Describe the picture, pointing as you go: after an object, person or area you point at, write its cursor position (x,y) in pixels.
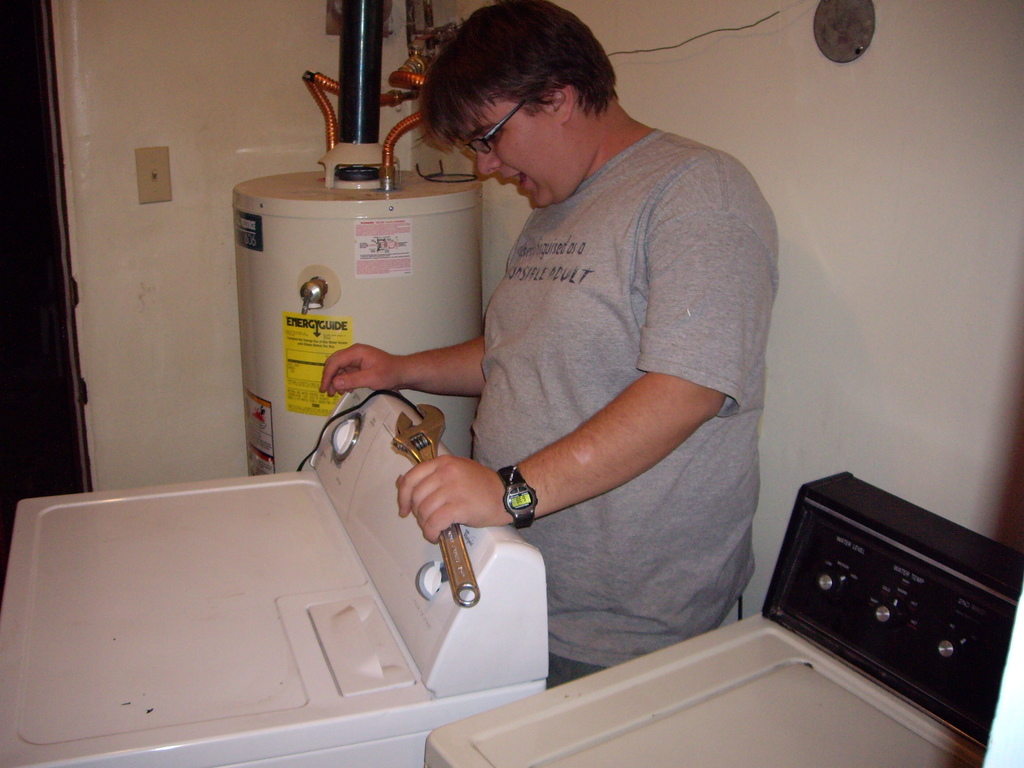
This is an inside view. At the bottom (326,676) there are few machine tools (607,699) and there is a person (650,566) wearing a t-shirt (559,266), standing and holding a tool (418,447) in the hand (422,465). In the background (350,311) there is an object (278,257) placed at one corner of the room (406,193). In the background (934,416), I can see the wall (882,269).
